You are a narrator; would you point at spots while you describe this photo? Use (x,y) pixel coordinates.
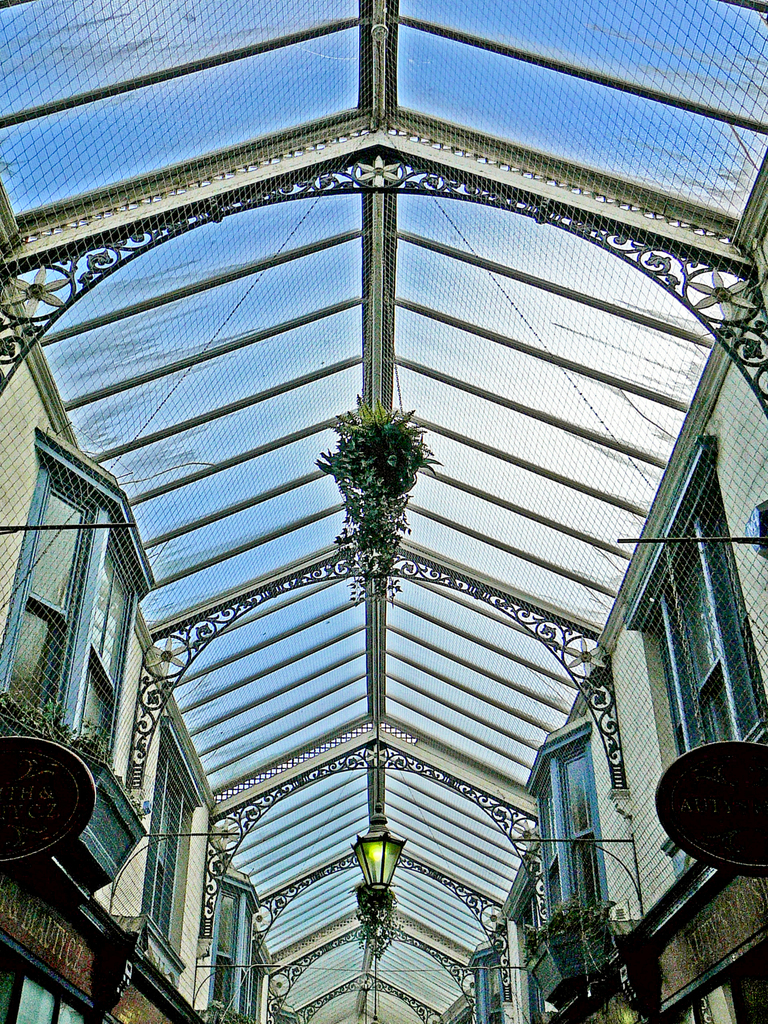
In this image there is a roof (244,483) with a mesh fence (321,389) on the top (368,338), there are lamps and plants (358,458) hanging from the ceiling (338,616), beneath the roof (269,735) there are windows (102,708) on the balconies (551,804).
